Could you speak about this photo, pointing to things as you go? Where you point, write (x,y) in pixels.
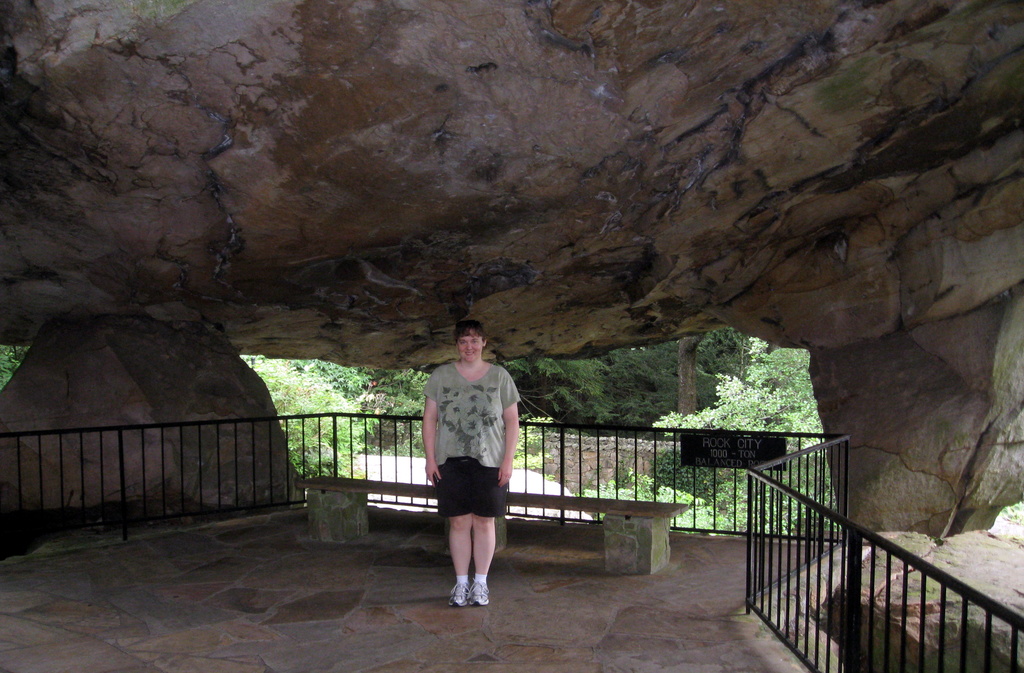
This picture shows a rock (268,472) and we see a bench (335,479) and a metal fence (742,431) and we see a woman (445,454) standing and few trees (720,380).
